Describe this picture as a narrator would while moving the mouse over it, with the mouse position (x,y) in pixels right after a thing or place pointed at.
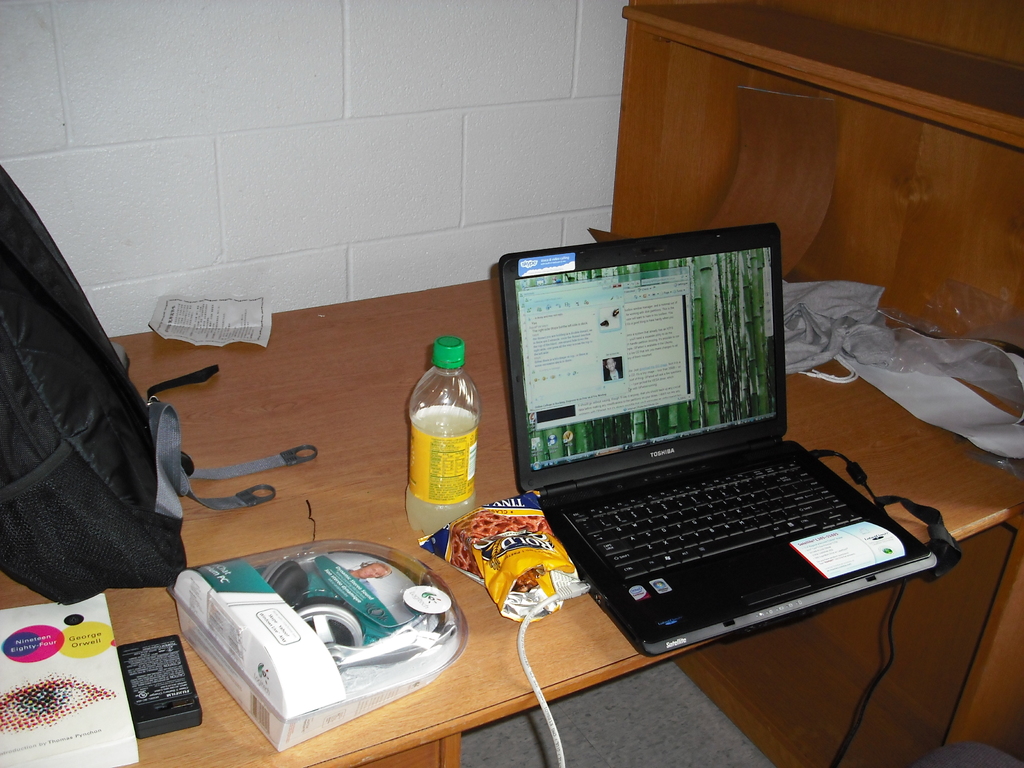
The image looks like it is clicked inside the house (532,727). In the front (753,684), there is a table (439,697) on which a headset (330,617), snacks (493,575), and laptop (780,383), along with bag (164,409) are kept. To the right (899,172), there is a wooden shelf (941,191).
